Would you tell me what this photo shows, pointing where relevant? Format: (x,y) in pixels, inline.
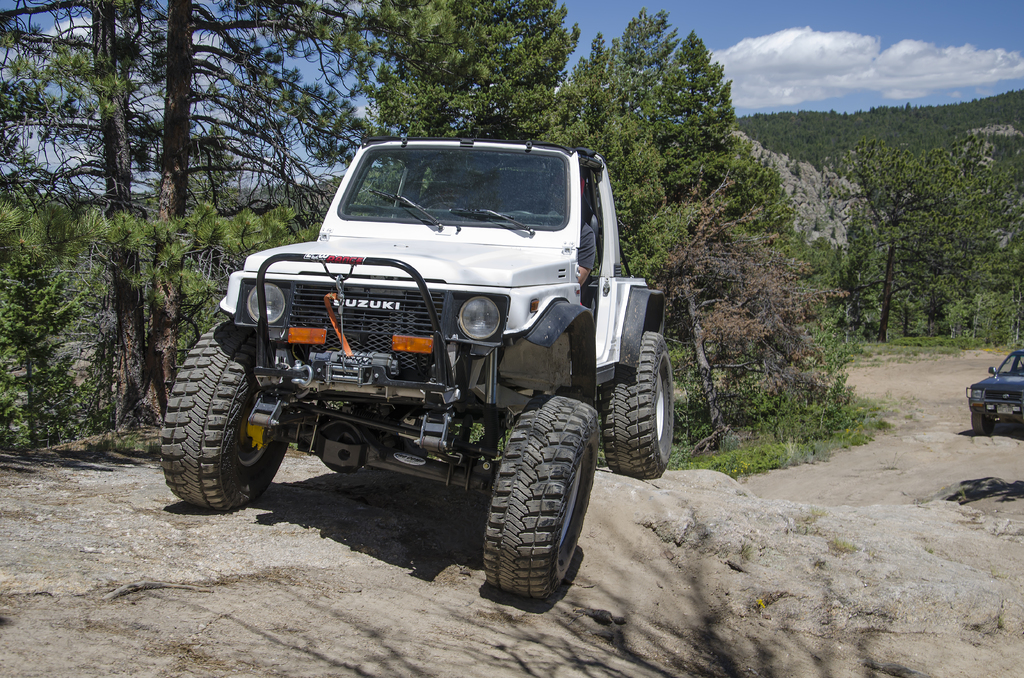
In this image there is a jeep (396,377) on the rock (313,518). In the background (243,100) there are trees (655,93). At the top (748,49) there is sky (732,21). On the right side (989,371) there is another car (977,400) on the rock (977,466).
